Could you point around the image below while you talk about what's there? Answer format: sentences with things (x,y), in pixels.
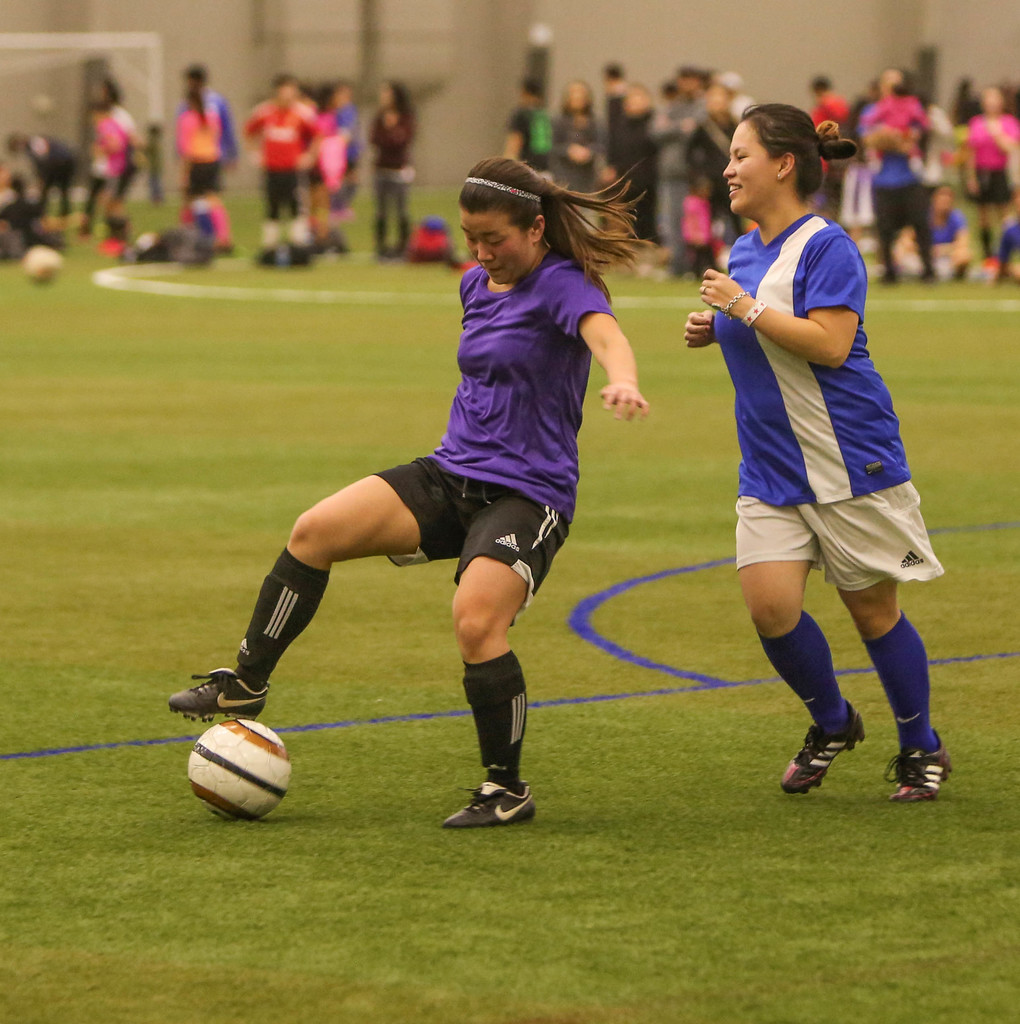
There are two women (771,543) playing with a ball (276,748) in the ground (42,555). In the background (1003,170) there are some people (300,170) standing and some of them was sitting. We can observe a wall (558,35) here along with a goal post (151,66).
